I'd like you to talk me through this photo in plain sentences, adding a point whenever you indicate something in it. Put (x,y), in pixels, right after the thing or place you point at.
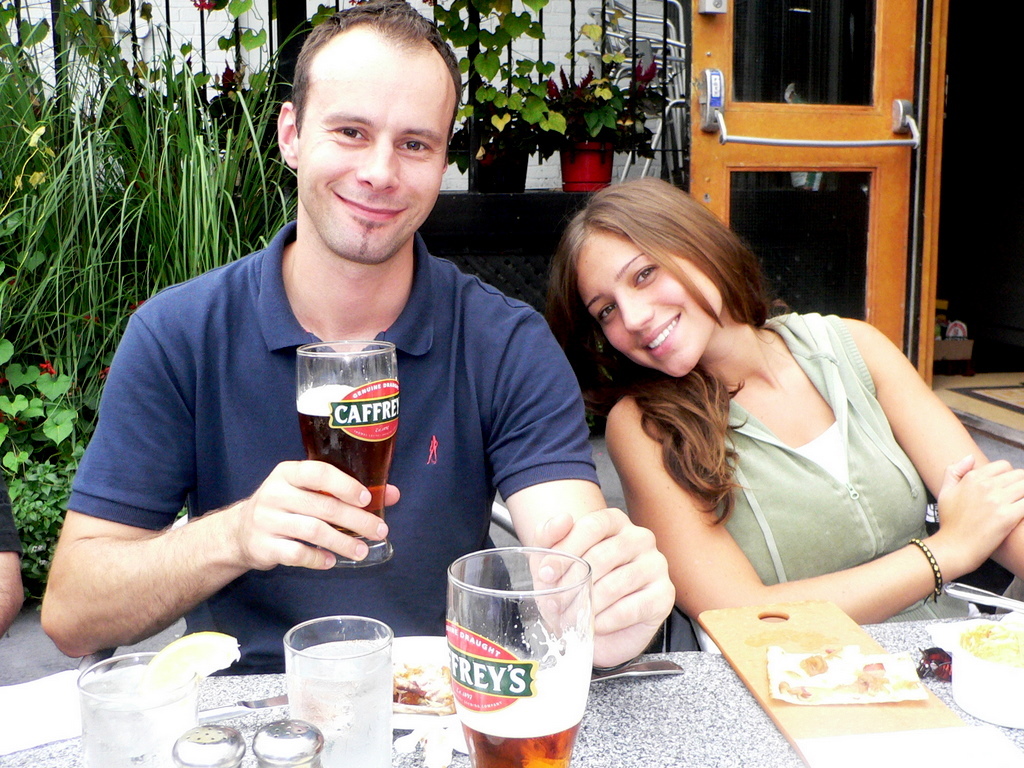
This image consist of two persons (439,514). To the left (252,355), the man (237,350) wearing blue t-shirt (253,333) and holding a glass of beer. To the right (812,537), the women (707,410) wearing green dress (796,343) is sitting and smiling. In the background (162,250) there are plants (133,117) and door (808,107). In the front (765,728), there is a table (643,749) on which glasses (463,734) and plates (434,723) are kept.
